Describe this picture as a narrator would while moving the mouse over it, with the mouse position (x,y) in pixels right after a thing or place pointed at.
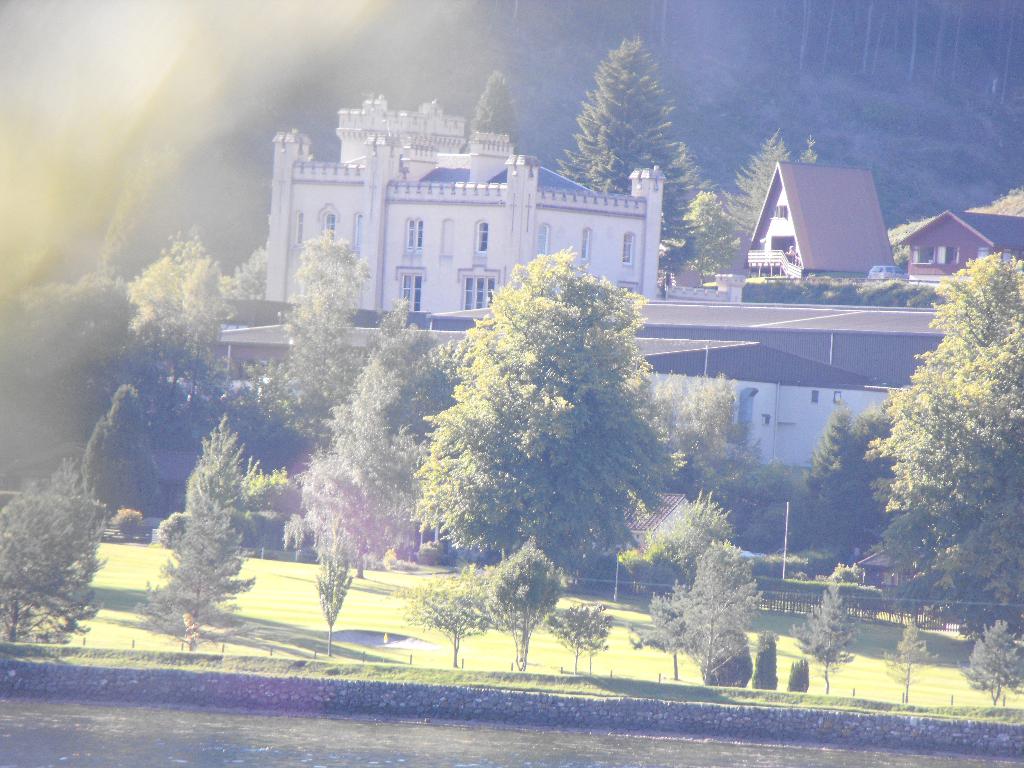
In this image we can see a building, which looks like a castle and it is surrounded by trees (970,596), plants (875,301) and houses (847,227).
